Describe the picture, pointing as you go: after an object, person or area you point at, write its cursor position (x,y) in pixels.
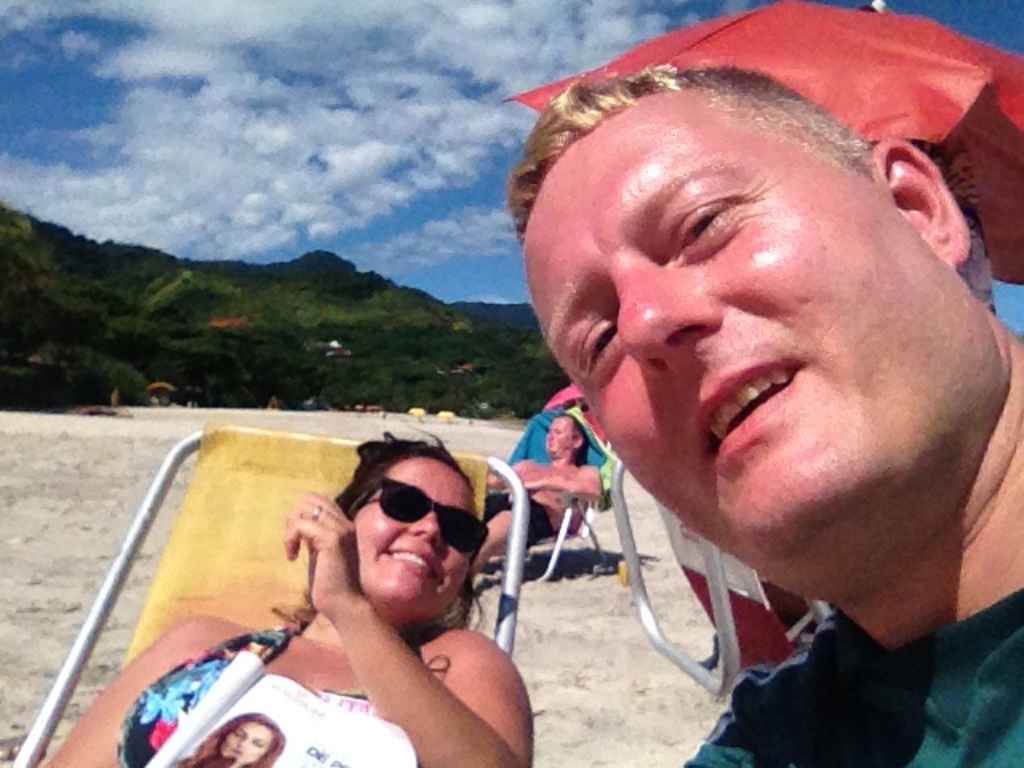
In this image there is one person (773,509) is at right side of this image (845,529), there is one woman (346,630) is lying on the bed (253,484) at left side of this image (278,660) and there is one more person (543,492) is at middle of this image (556,445) and there are some mountains (326,340) in the background (350,374) and there is a cloudy sky (292,129) at top of this image (360,101). There is a red color umbrella (864,71) is at right side of this image (926,93).
